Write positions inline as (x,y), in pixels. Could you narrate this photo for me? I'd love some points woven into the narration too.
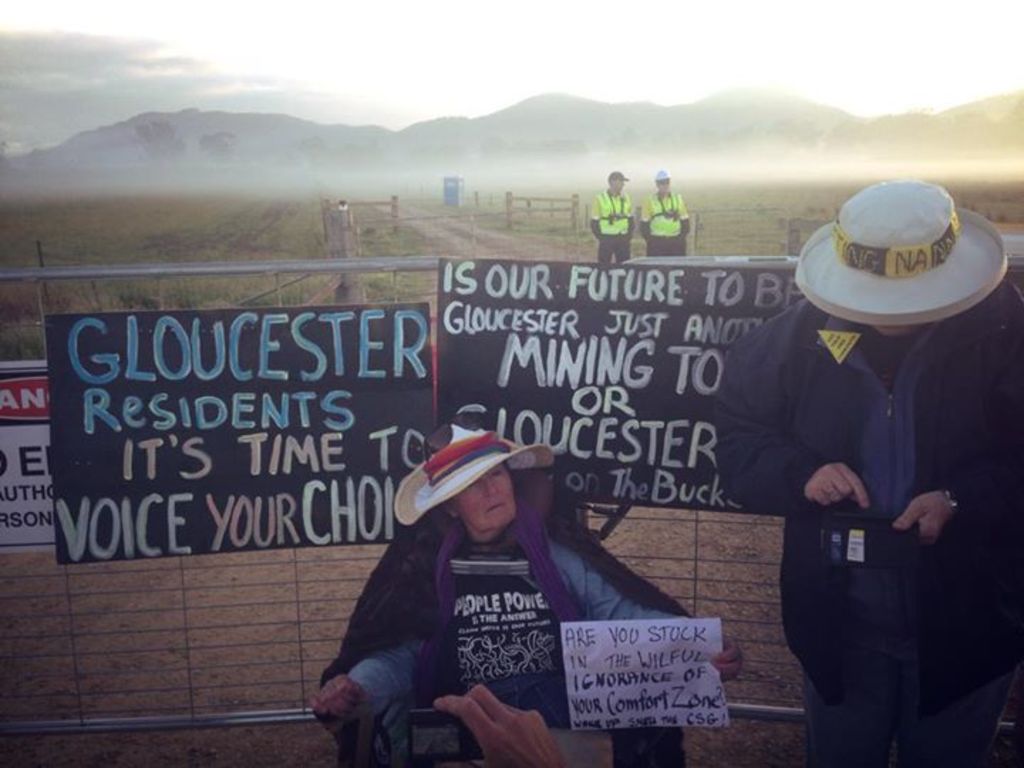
This picture describes about group of people (944,648), in the middle of the image (513,460) we can see a woman (530,600), she is holding a paper (612,689), beside to her we can find another person (894,421) and they wore a hat (874,247), behind to them we can see few notice boards (419,357) on the fence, in the background (136,144) we can see hills (457,154) and trees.
